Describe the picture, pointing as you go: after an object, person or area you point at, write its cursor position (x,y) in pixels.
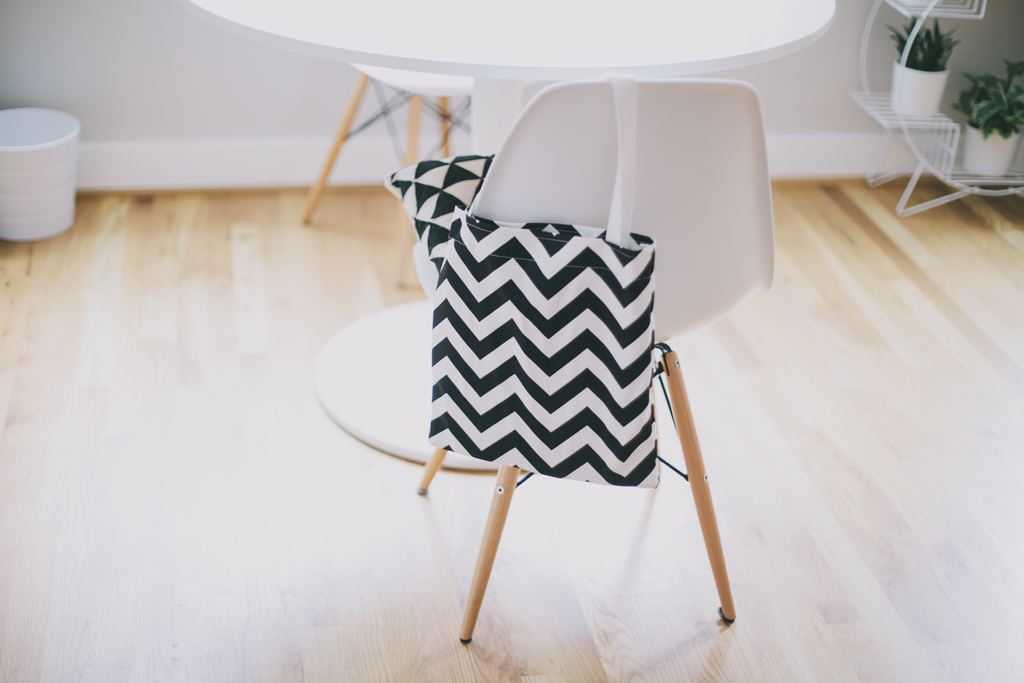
in a room (706,151) there is a chair (697,156) to which a black and white bag (490,333) is hung. in front of it there is a white table (463,16). at the right (896,38) there is a white pot (910,76) of plants (976,126). at the left (45,135) there is a white pot (47,208). the floor (242,398) is wooden colored.
